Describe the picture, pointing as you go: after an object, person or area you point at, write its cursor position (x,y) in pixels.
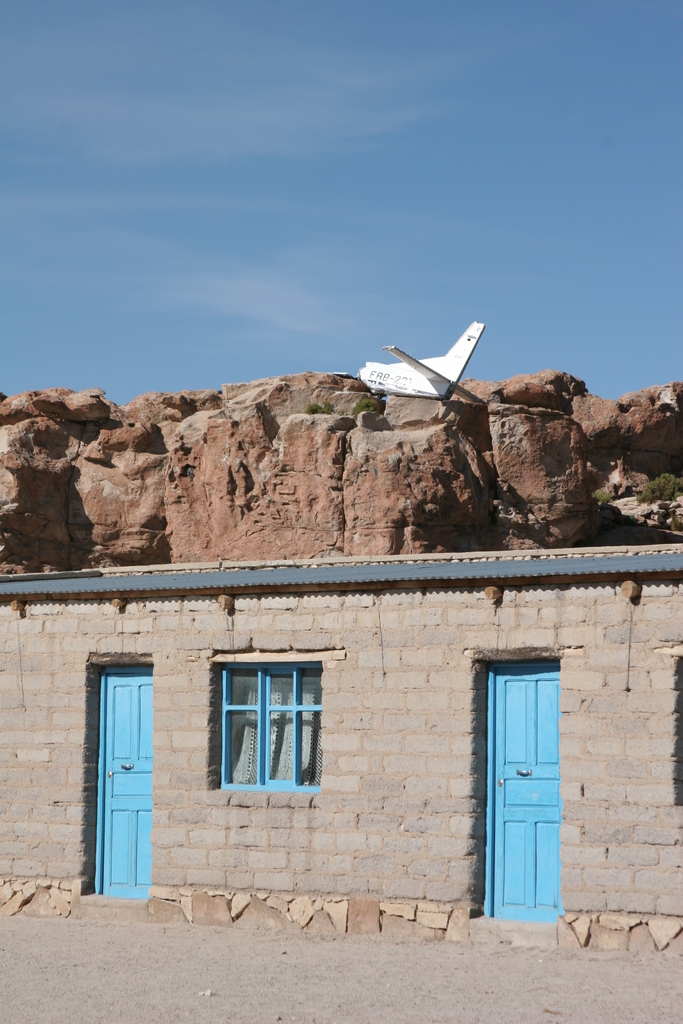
This picture might be taken from outside of the house (325,742). In this image, we can see two doors (503,843), window (315,725). In the background (112,447), we can see some rocks (475,393), airplane (441,383). At the top (431,303), we can see a sky (424,90), at the bottom (254,993) there is a land (427,990) with some stones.
